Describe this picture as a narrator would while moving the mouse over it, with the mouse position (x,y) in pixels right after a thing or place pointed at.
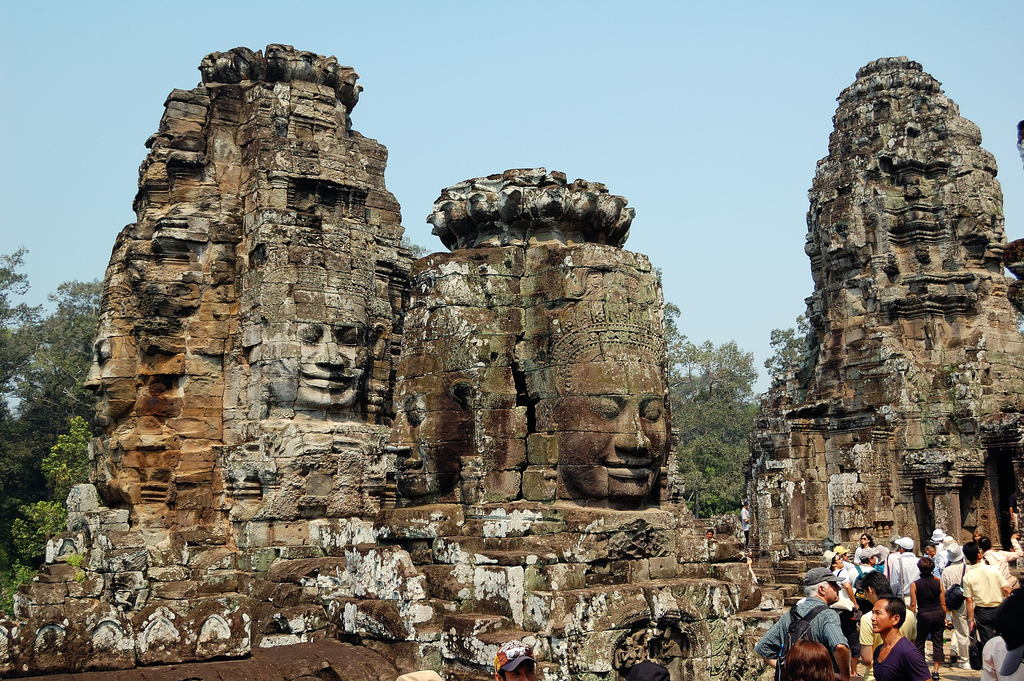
In this picture we can see group of people (871,620), few people (850,576) wore caps (905,545), in the background (913,502) we can find few temples (518,458) and trees (726,406).
